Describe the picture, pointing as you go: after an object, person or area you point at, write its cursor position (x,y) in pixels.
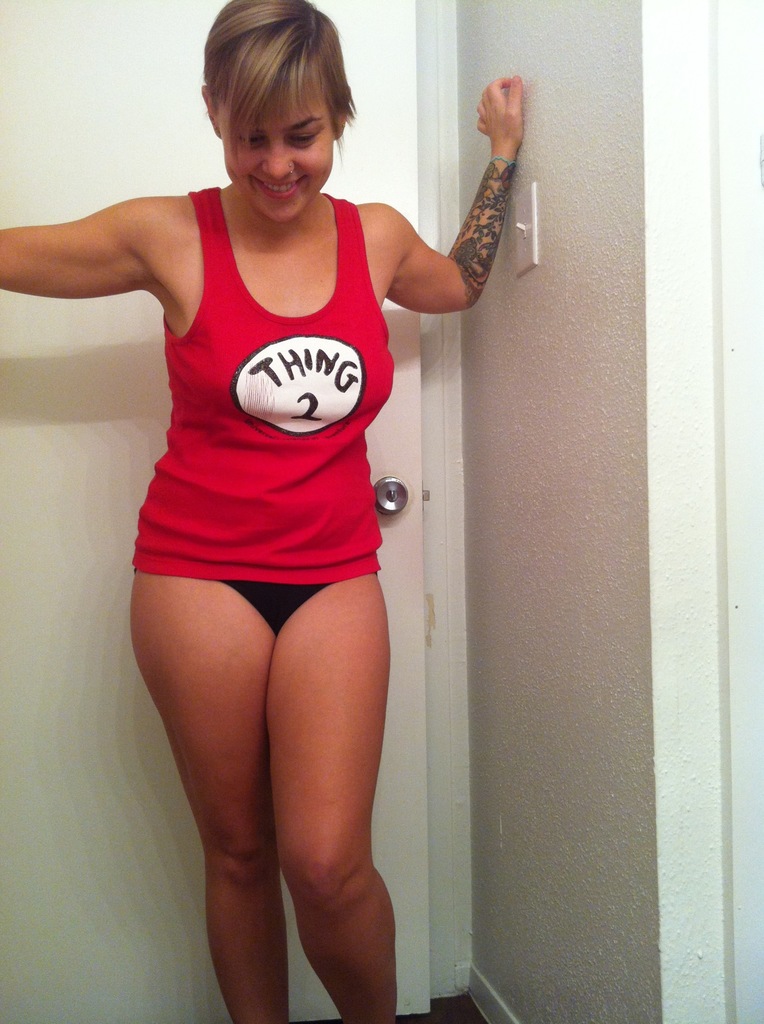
In this picture there is a woman (298,354) who is wearing t-shirt (254,468) and short (291,591). She is standing near to the door (407,562). On the right (620,110) I can see the wall (570,244).
